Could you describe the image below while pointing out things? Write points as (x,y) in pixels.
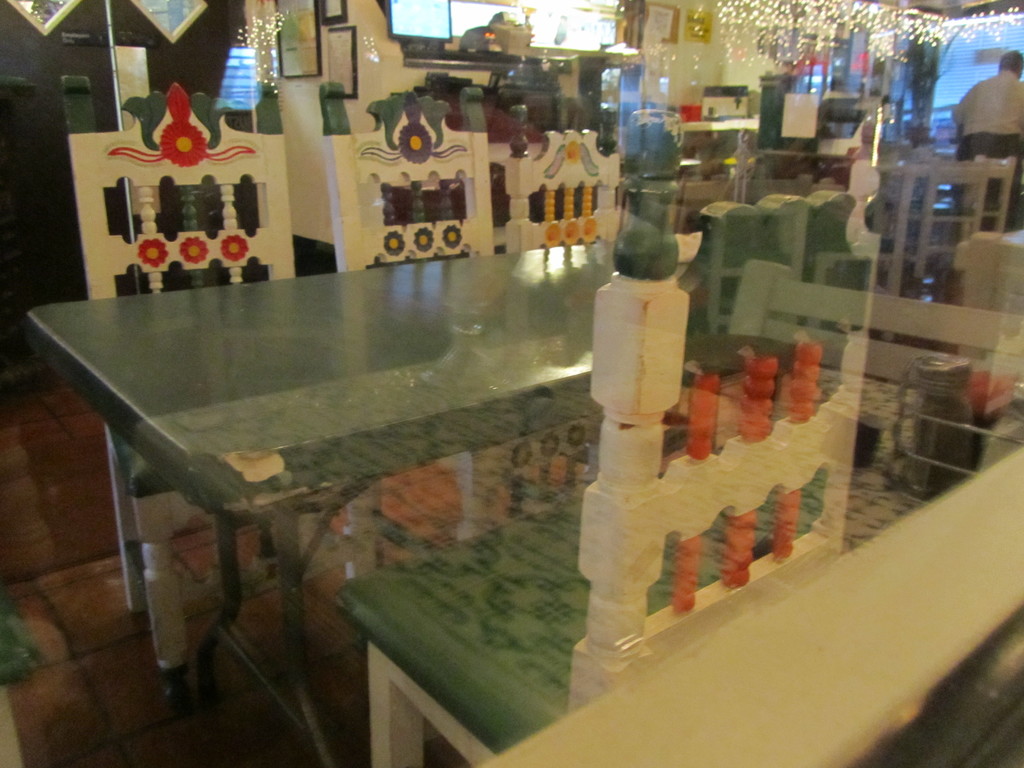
In this image, there are a few chairs (180,524) and tables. We can see the ground (91,514), a person (1015,133) and the wall (288,127) with some frames (356,90) and objects (391,1). We can also see some black colored object (212,49) and lights (730,46). We can see the reflection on tables (405,464).
